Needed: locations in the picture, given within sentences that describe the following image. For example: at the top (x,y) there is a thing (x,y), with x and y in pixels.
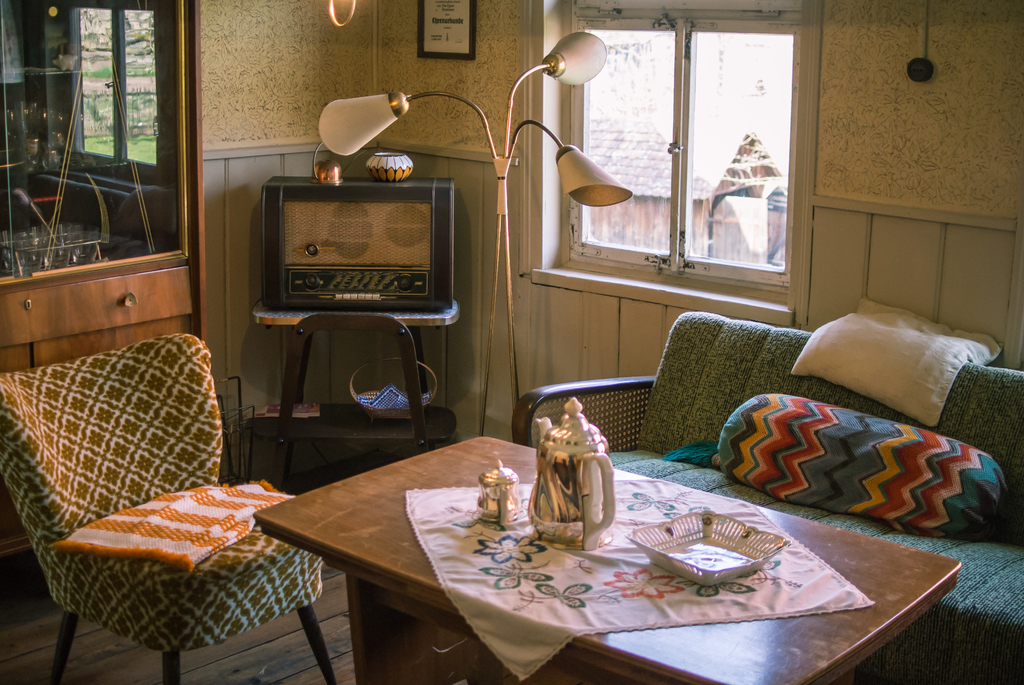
In this Image I see sofa set (317,591) and there is a table (530,451) in front (587,469) on which there are few things (574,429). In the background (289,296) I see a cabinet (165,296), a radio (289,296), windows (592,10), a frame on the wall (515,241).
